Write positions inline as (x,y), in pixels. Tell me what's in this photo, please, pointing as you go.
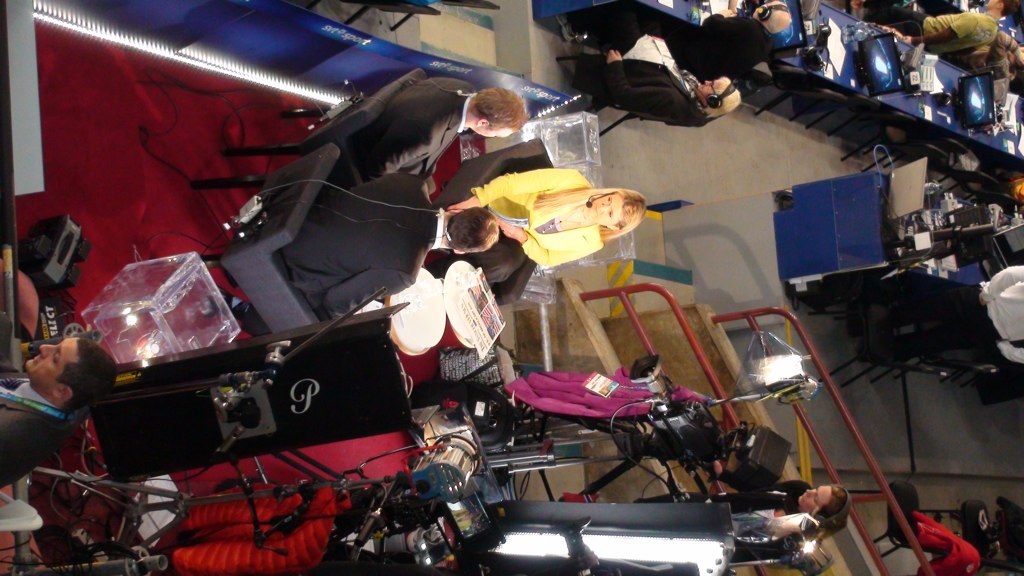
In the center of the picture (567,193) there are people (436,154) sitting in chairs (527,159). On the left (109,388) there are speakers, boxes (117,289), lights (52,279), man (59,387) and other objects (180,401). On the right (919,91) there are tables (966,132), desktops (882,75), laptop (893,177), cables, people (753,23), chairs (1010,531) and other objects (939,548). At the bottom (538,471) there are lights (649,505), camera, cloth (618,378) and people (809,495).
